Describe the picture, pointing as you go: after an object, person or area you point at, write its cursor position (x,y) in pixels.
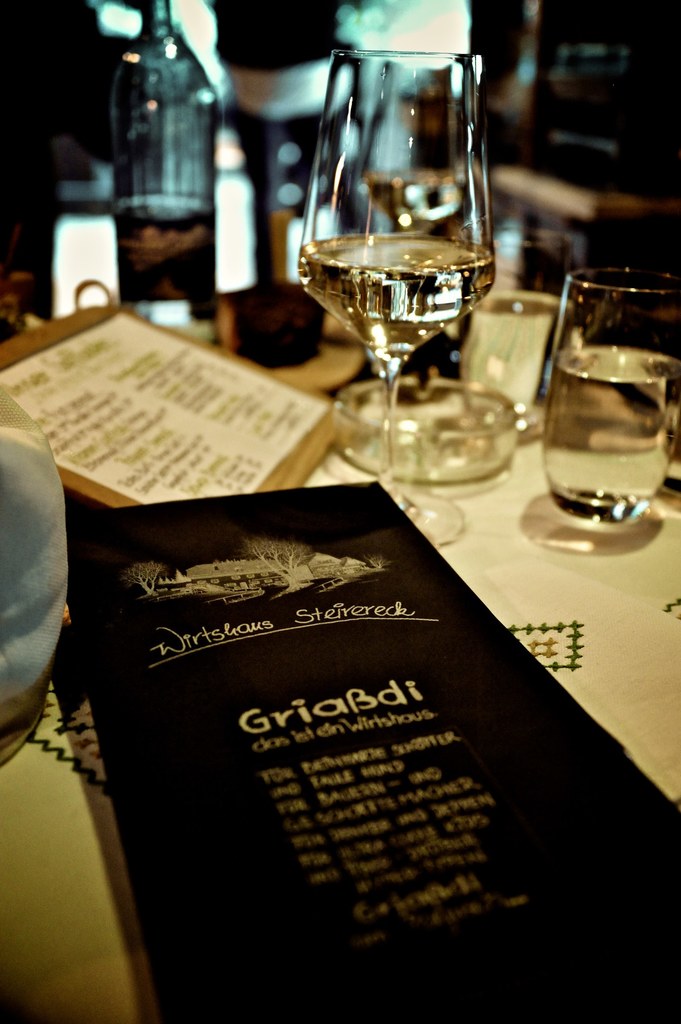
There is a table (521,573) in the given picture on which some glasses (393,417), ashtrays (434,423) and papers (147,406) were placed. In the background (175,78) there is a bottle (173,179).
